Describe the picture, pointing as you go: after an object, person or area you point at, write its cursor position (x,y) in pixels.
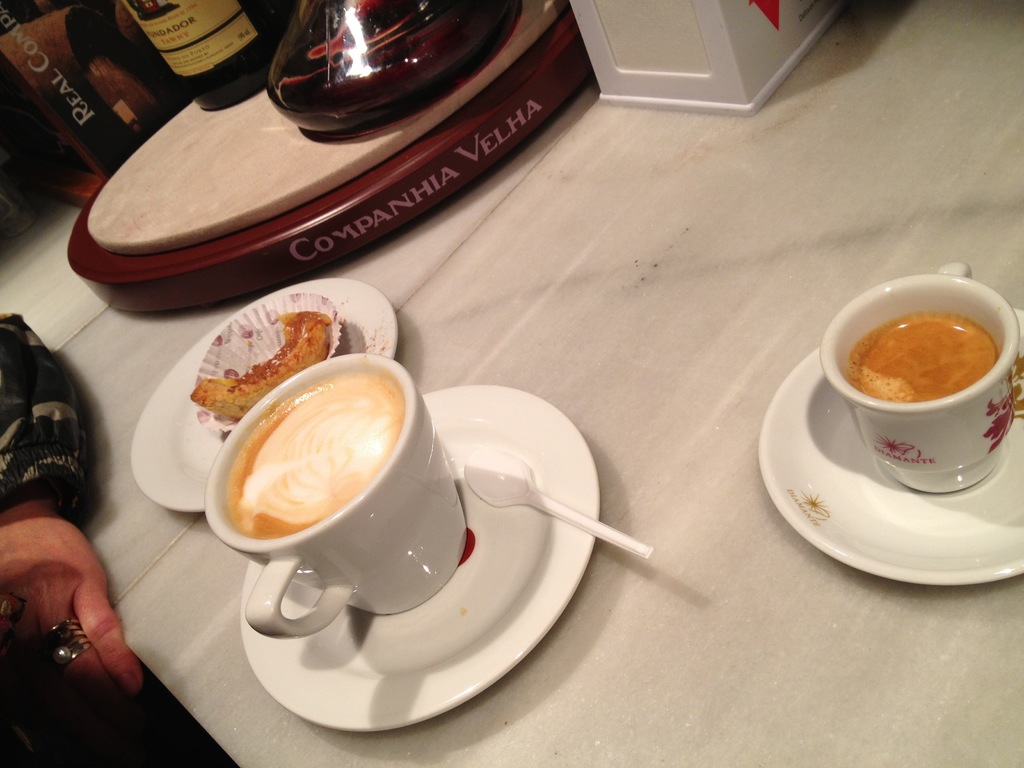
In this image, we can see a table (1003,674) with some cups (451,518) with liquids (287,510) in it. We can also see some food item (231,382) in a plate (186,357). We can see the hand (123,677) of a person (99,621) on the left (131,643). We can also see some objects (692,80).
